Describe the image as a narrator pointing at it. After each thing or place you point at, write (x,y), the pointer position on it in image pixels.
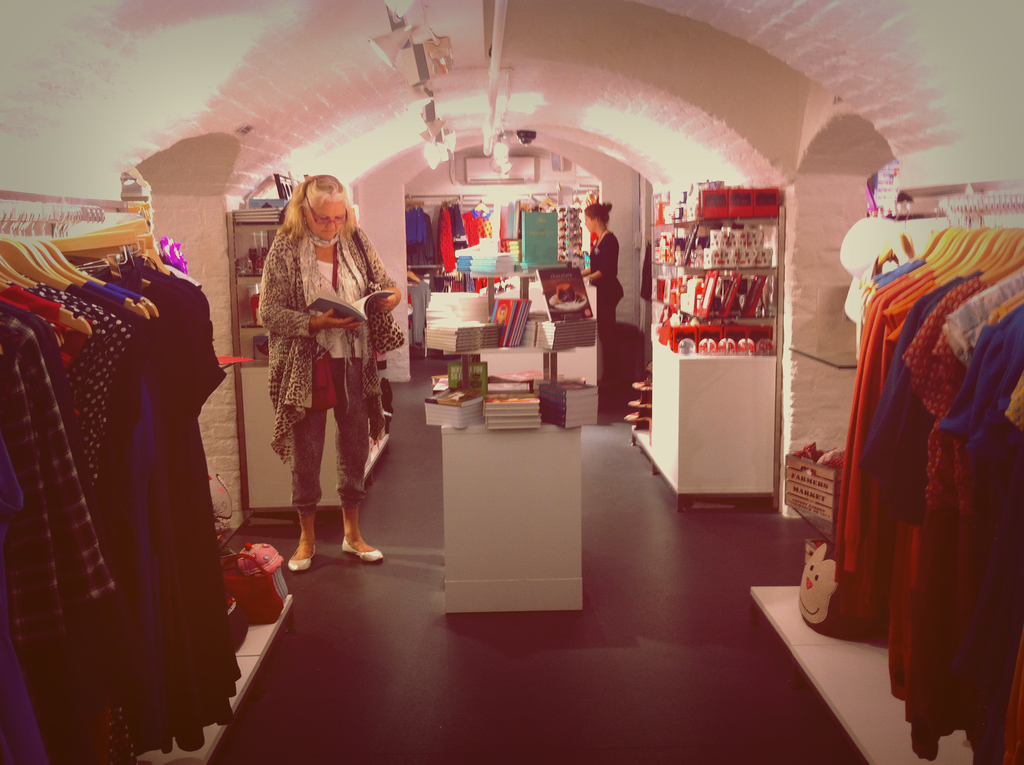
In the middle (354,264) a woman (360,385) is reading the book (318,307), she wore trousers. In the middle (572,286) there are books (570,346) on the table (554,370). On either side of this image there are dresses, at the top (446,155) there are lights (434,145).
